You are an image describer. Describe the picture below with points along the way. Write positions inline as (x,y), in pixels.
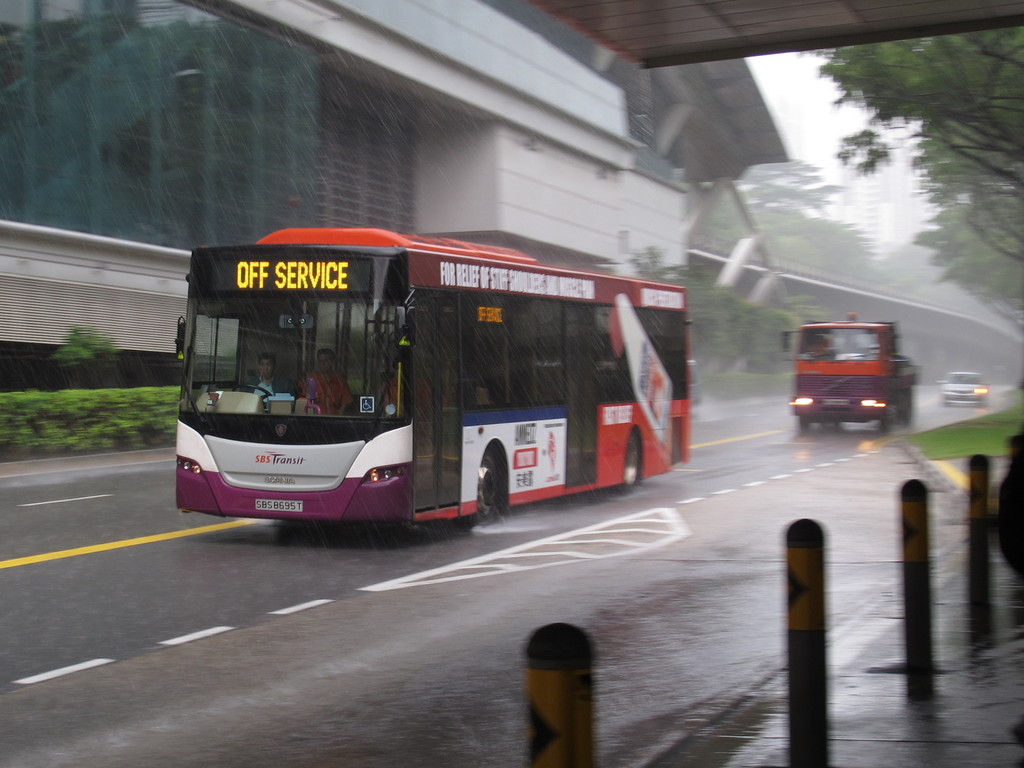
In this image I can see a bus (593,360) is moving on the road (564,512) and it is raining. At the back side (36,316) there is the building (466,140), on the right side (862,55) there are trees (980,211).
